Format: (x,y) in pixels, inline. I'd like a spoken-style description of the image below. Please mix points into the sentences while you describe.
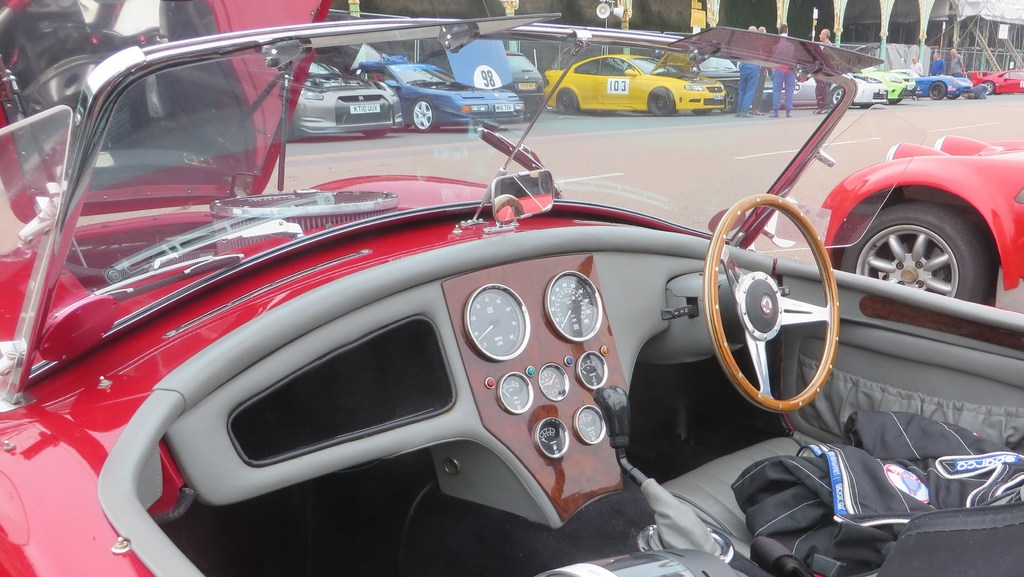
In this image we can see vehicles (989,90) and persons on the road (704,167).
